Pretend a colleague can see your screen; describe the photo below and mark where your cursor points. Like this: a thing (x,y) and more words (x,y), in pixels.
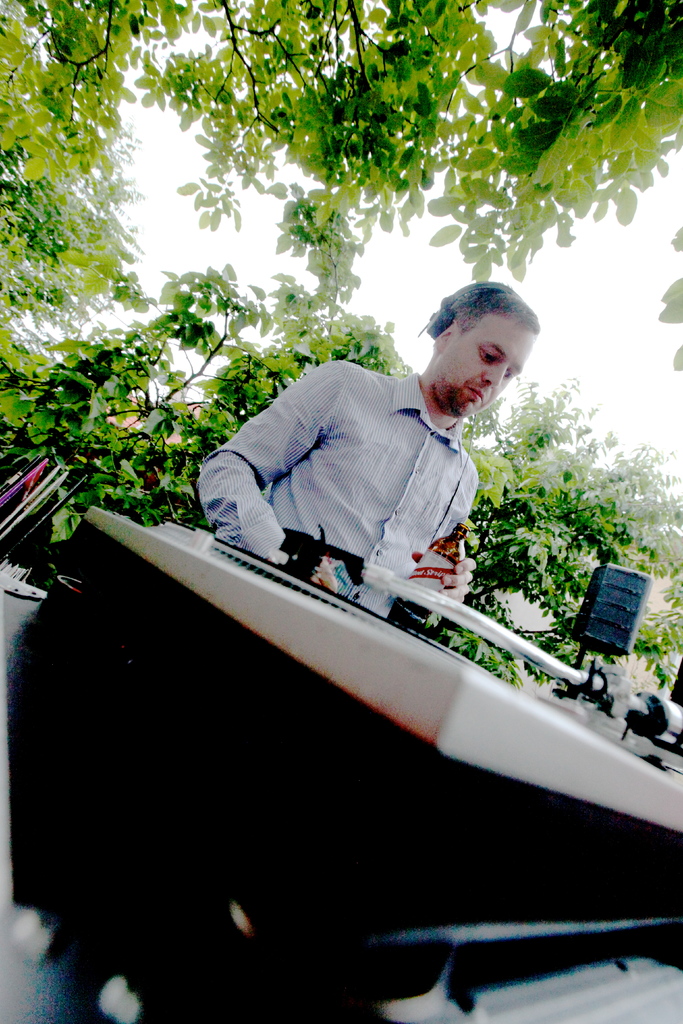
This is the man (311,517) standing and holding a bottle (444,555). This looks like an object (285,628). I can see the trees (528,441) with branches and leaves (519,447).
